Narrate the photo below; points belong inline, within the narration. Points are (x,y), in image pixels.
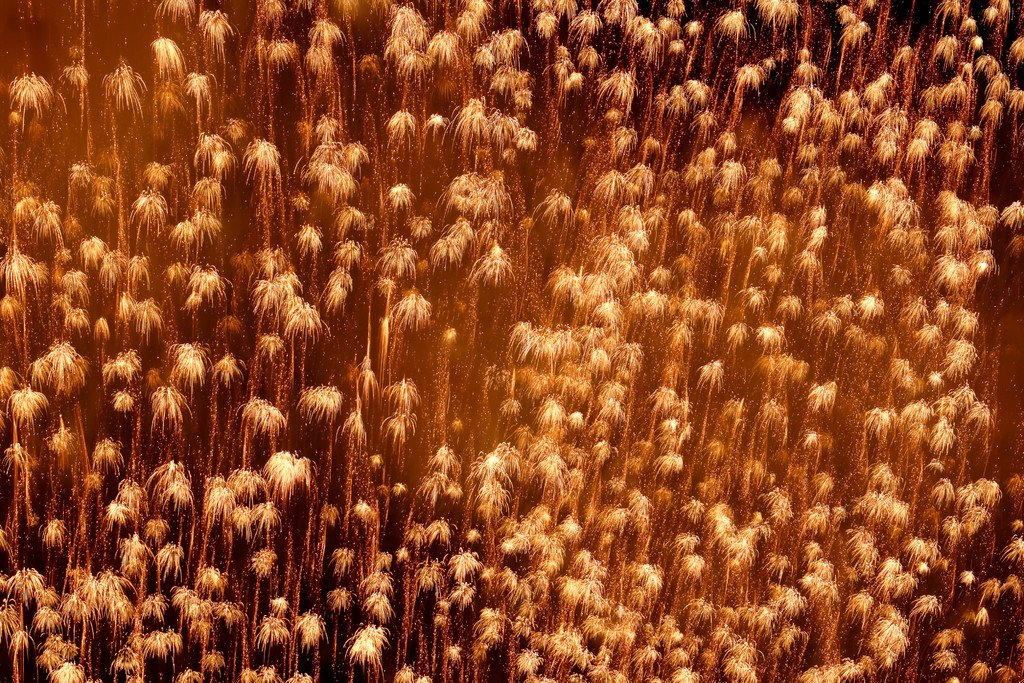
In this image I can see number golden colour things (999,91). I can also see black colour in the background (79,556).
